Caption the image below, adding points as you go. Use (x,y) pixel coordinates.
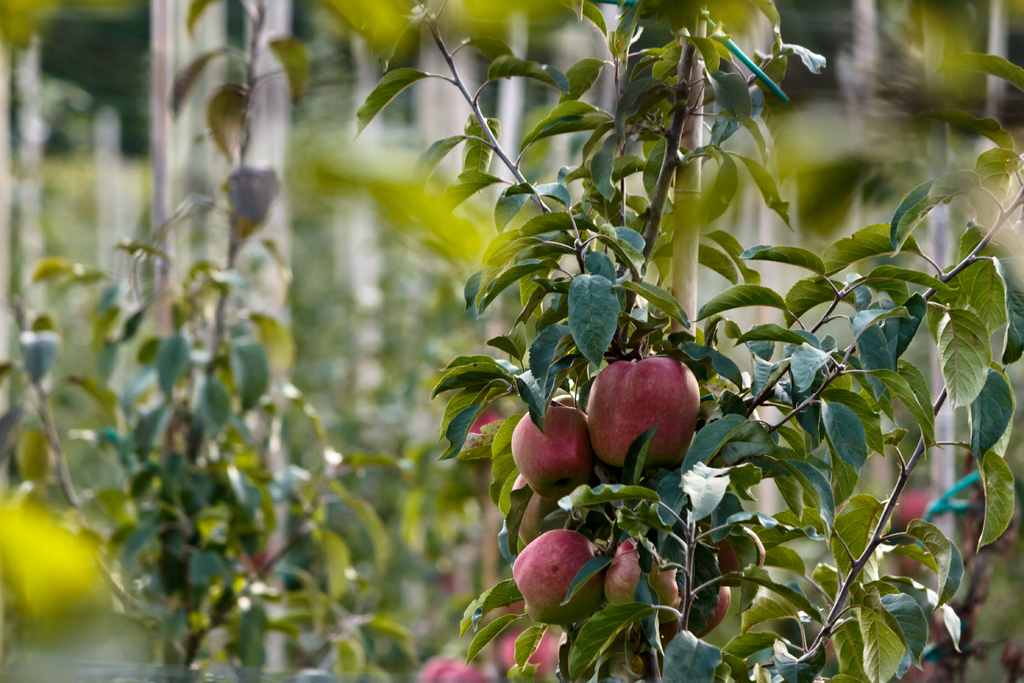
In this picture I can see there is a plant (639,255) with fruits (547,460) and there are few more trees (420,493) in the backdrop (296,98) and it is blurred.
